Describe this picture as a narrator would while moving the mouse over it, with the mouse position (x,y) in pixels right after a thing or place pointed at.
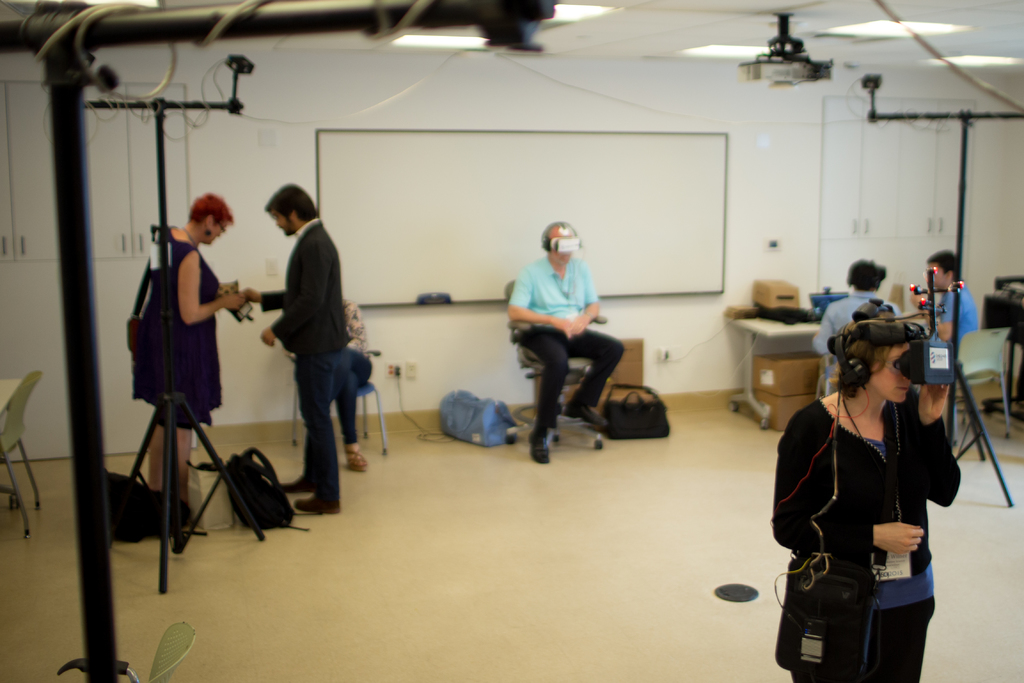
In this image, we can see people (180,230) and some are wearing bags (791,610) and holding some objects (248,318) and id cards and we can see some people (564,273) wearing headsets (871,306). In the background (793,315), there are some objects (784,304) on the table (762,335) and there are chairs (8,446), bags (131,537), stands (174,103), rods (141,21) along with ropes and there are boards (426,253) on the wall (789,170) and we can see cables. At the bottom (415,588), there is a floor (418,556) and at the top (589,10), there are lights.
